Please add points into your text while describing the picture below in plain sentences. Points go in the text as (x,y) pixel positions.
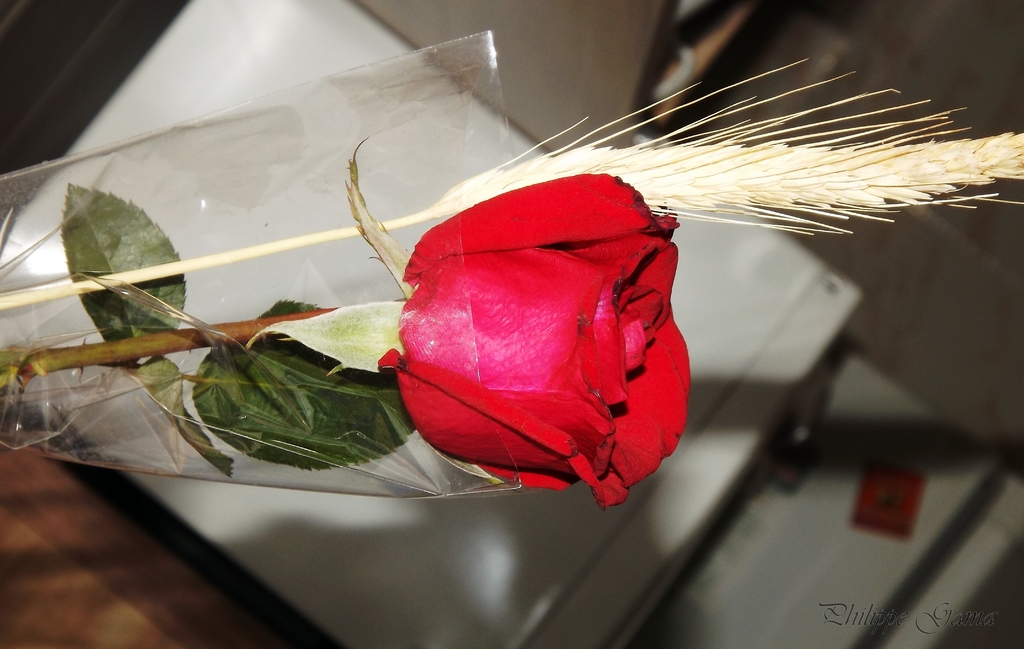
In this picture I can observe red color rose flower (541,377). The background (518,12) is blurred.
